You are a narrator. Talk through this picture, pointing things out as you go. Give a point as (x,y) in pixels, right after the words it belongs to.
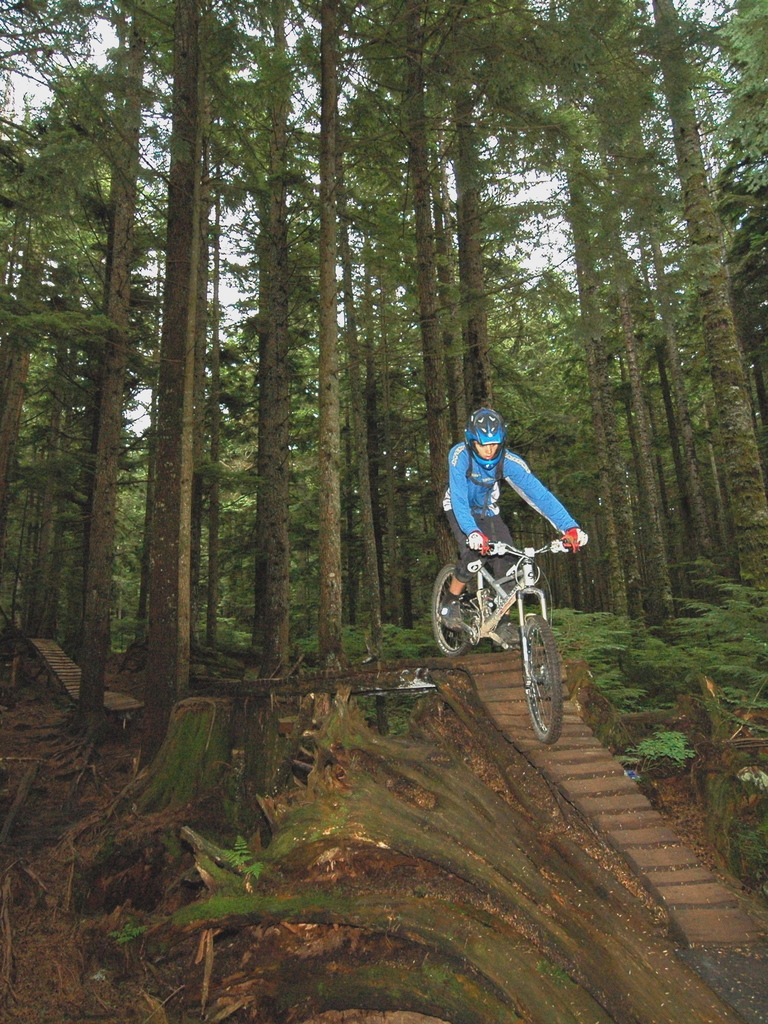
In the middle of the image (447,593) a person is riding a bicycle (439,587). Behind him there are some trees (449,3).
